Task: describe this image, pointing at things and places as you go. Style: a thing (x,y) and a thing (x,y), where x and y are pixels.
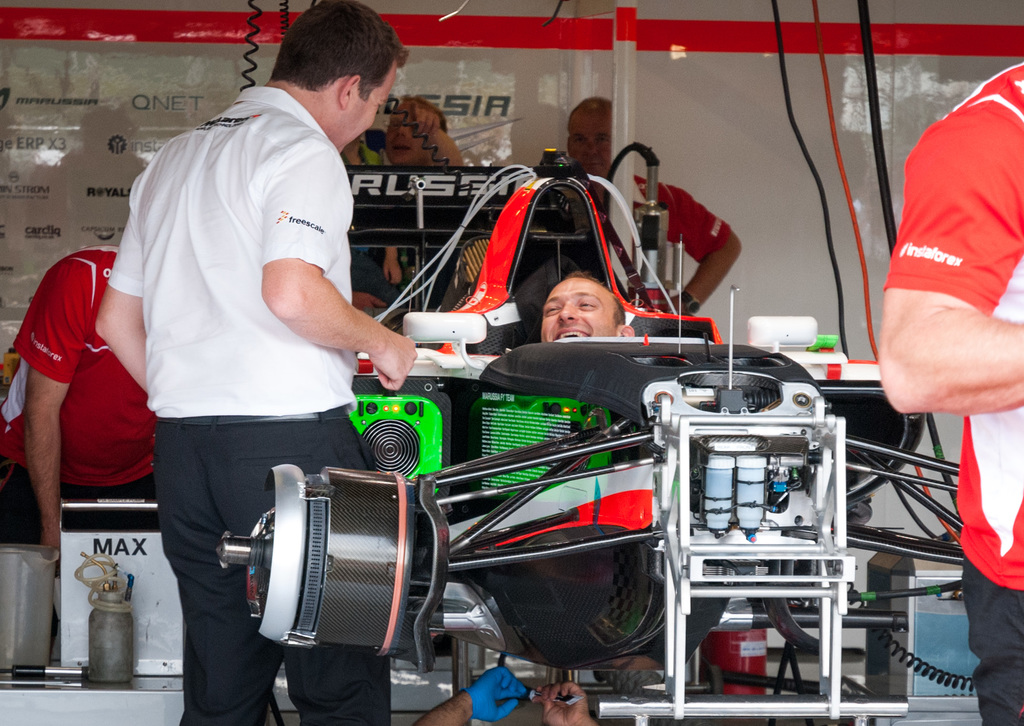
In front of the picture, we see a machinery equipment (625,482). On the right side (989,174), we see a man (1016,557) is standing. Behind the equipment (566,409), we see a man (599,283) is smiling. Behind him, we see the equipment (372,379) in white, red and black color. On the left side (155,254), we see two men (227,376) are standing. Beside them, we see the objects (35,592) in white color and beside that, we see a board (141,584) in white color with "MAX" written on it. In the background (599,146), we see two men (602,173) are standing. Behind them, we see a wall (537,107) and a board (477,112) or a banner (525,109) in white color with some text (76,101) written on it.
